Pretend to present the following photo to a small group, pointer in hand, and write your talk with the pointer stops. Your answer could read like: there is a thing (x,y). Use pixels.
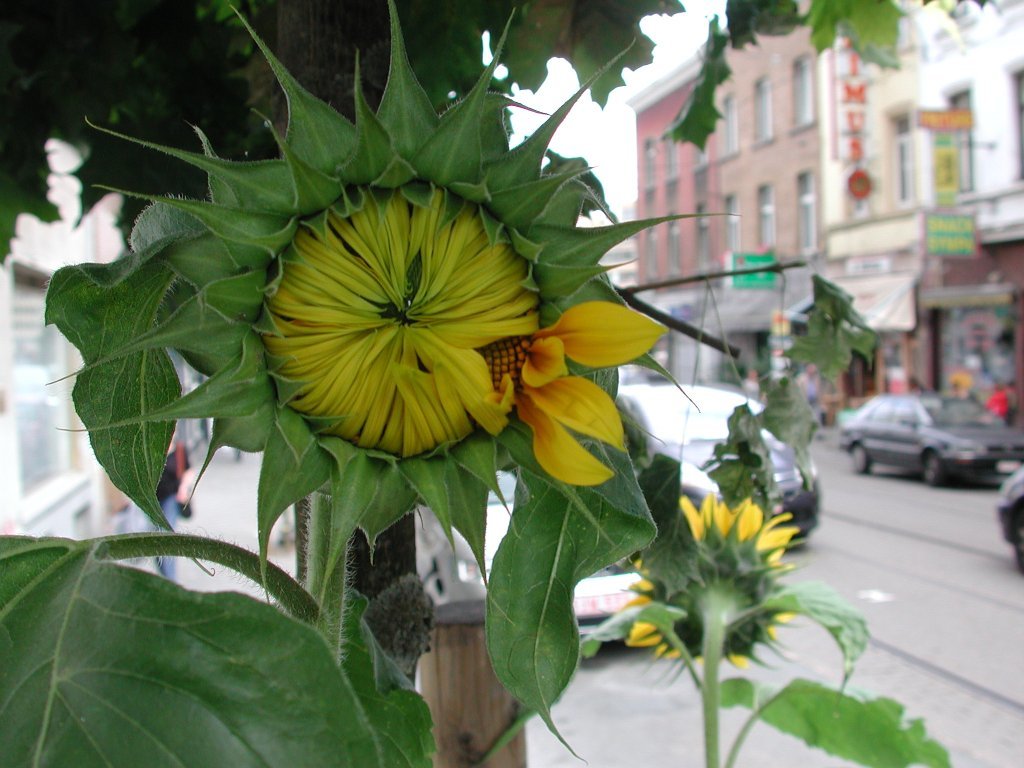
In front of the image there are flowers (451,339) and leaves (108,693), beside the flowers (391,470) there are cars (690,437) passing on the road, beside the road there are shops (761,294) beneath the buildings (690,253) and there are a few people (178,464) walking on the pavement (229,482).
